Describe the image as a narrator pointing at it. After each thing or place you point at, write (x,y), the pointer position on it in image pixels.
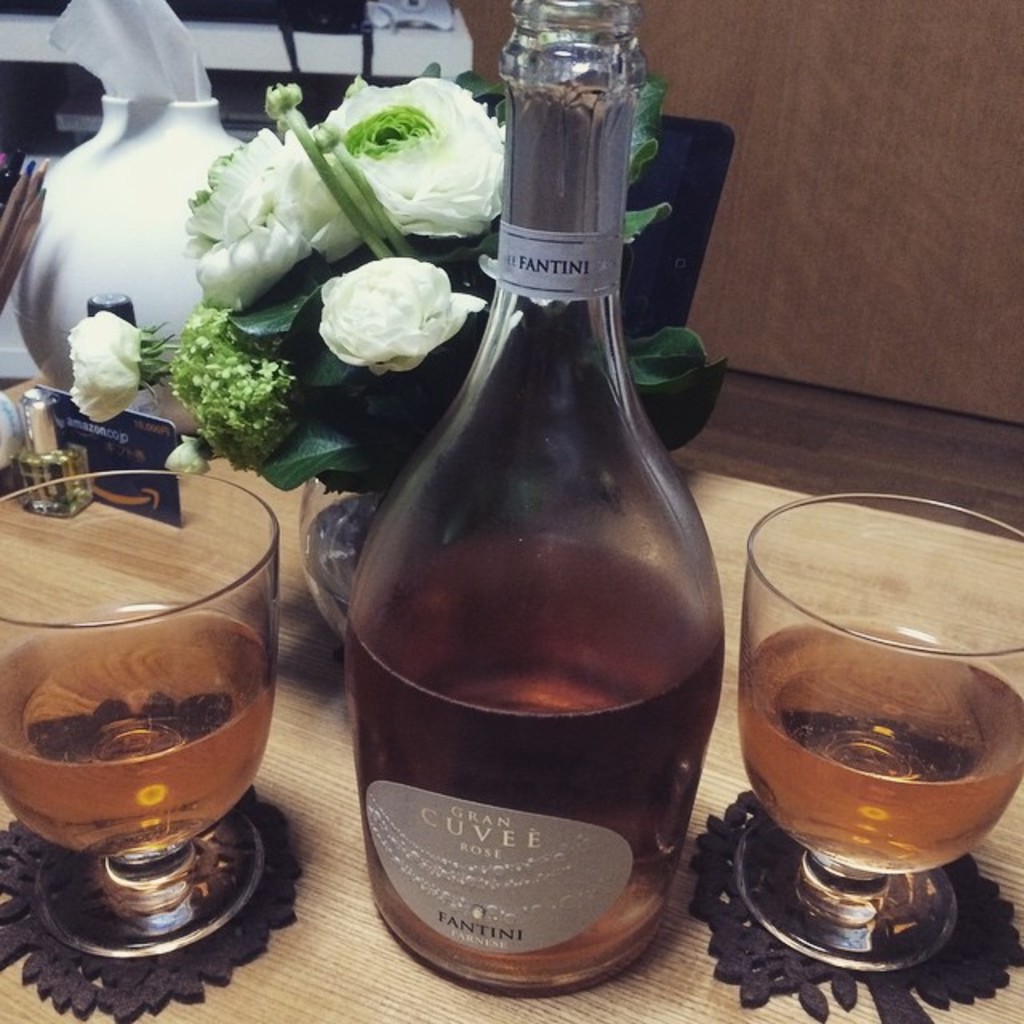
In the given image we can see table (772,503), bottle (380,715), wine glass (202,664) and a flower pot (301,226).
